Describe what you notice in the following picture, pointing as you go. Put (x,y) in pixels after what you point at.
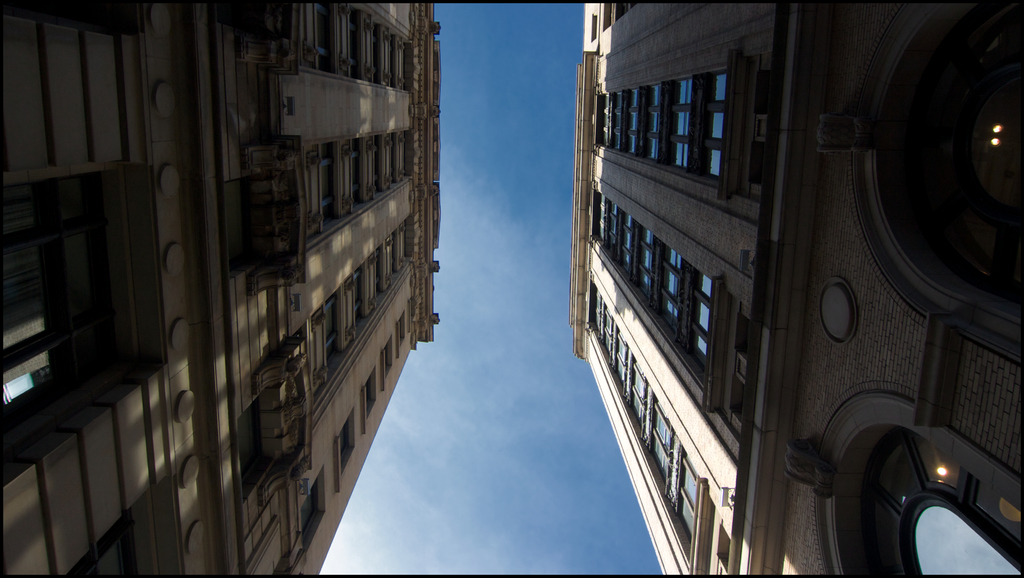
In the image we can see two buildings (638,102). Behind the buildings (653,78) there are some clouds (405,525) and sky (563,84).
